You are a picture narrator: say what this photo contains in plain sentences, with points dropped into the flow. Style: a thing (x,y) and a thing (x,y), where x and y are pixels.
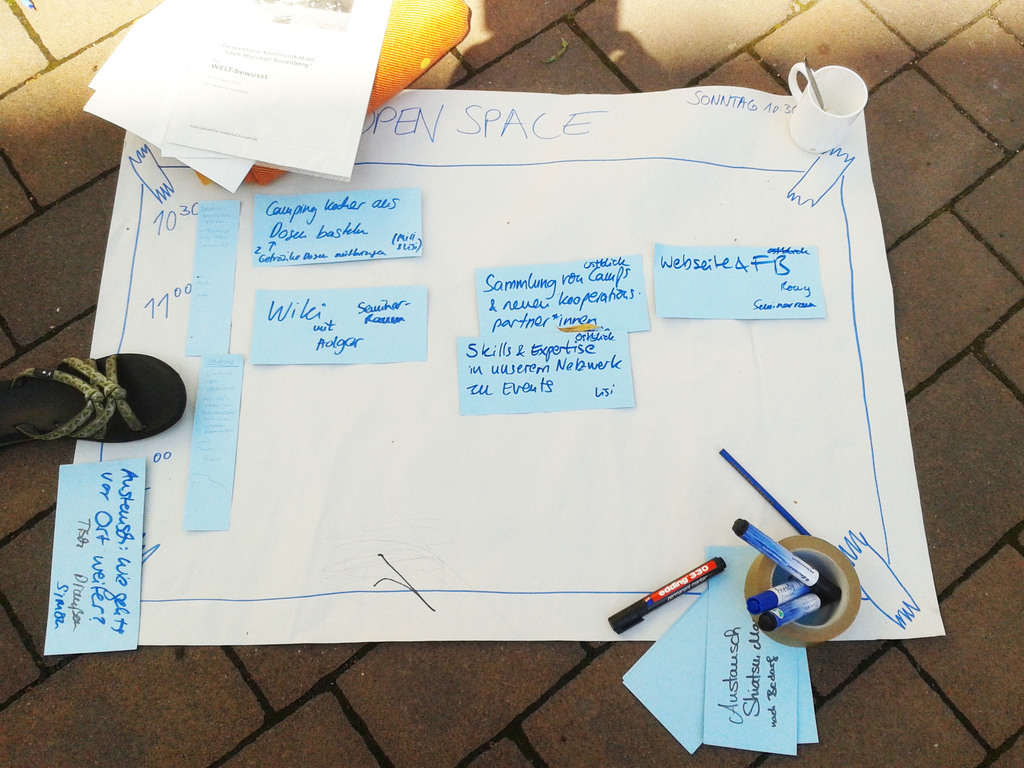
In this picture I can see in the middle (575,402) there is a chart (721,494), on the left side (160,376) there is a chappal (138,420). On the right side (782,544) there are markers (789,592) and a tape (762,573), at the top (821,133) there is a cup (842,99).
